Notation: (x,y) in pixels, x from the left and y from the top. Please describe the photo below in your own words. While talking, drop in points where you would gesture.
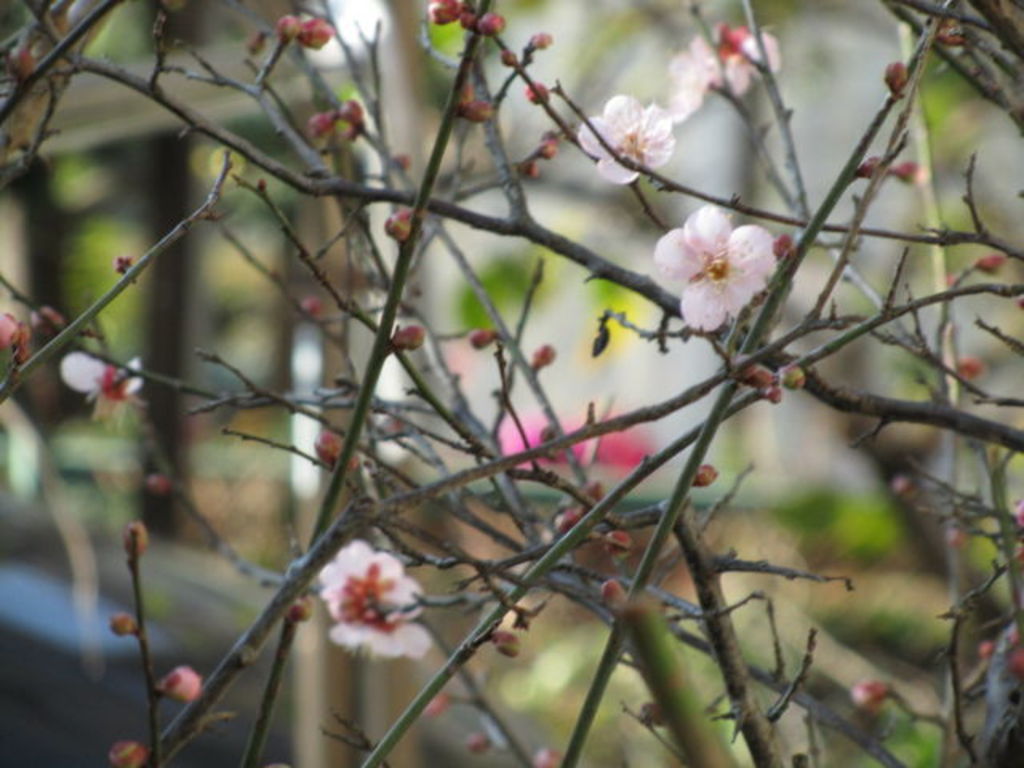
In this picture we can see branches (608,608) and flowers (731,288) in the front (632,127), there is a blurry background (815,39).
